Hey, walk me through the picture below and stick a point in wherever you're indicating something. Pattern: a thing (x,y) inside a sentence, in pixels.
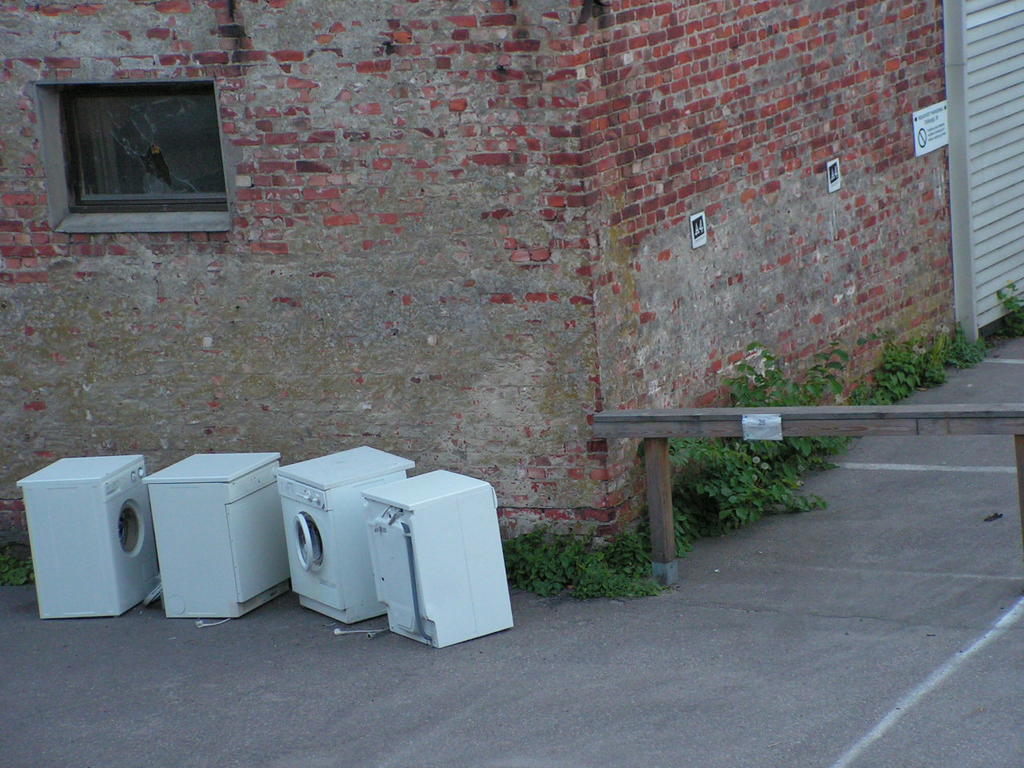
In this image, we can see washing machines (287,560) are on the path (358,715). Here there are few plants (603,584), wooden object (655,555), brick walls (679,303), some boards (694,224), glass window (194,192), shutter (1000,211) and road (945,680).
